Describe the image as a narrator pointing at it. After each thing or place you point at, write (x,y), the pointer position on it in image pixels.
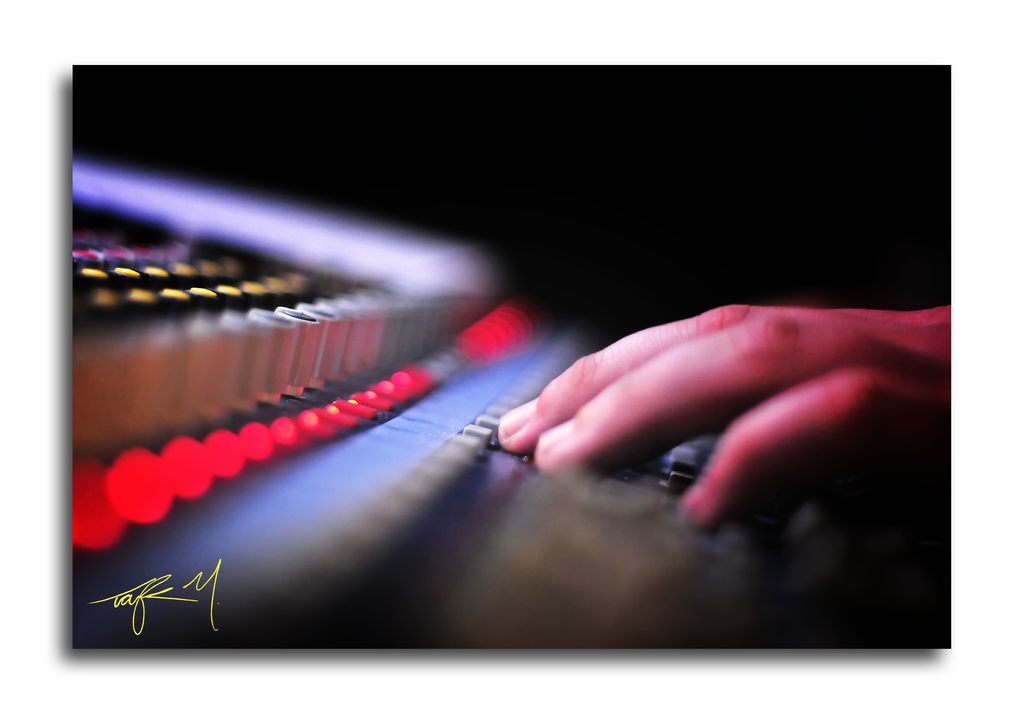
In this image I can see hand (594,381) of a person (609,371) on the right side (688,411) and under the hand (541,441) I can see an equipment (399,443). I can also see a watermark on the bottom left side of this image (208,573).
